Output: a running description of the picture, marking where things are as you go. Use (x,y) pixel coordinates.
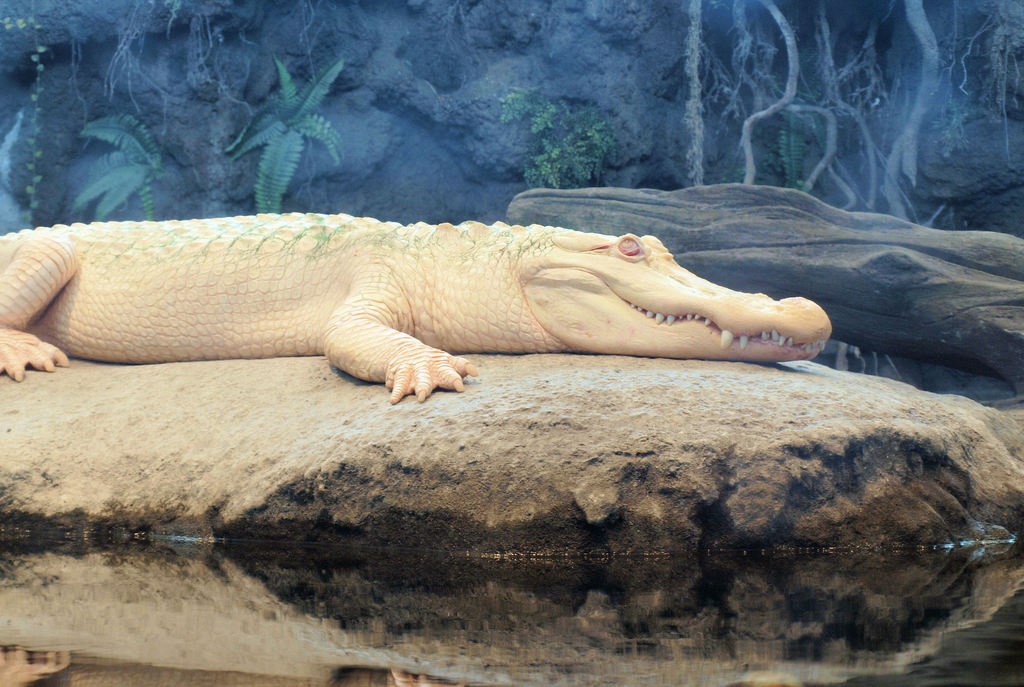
In this image I can see a rock (880,445), on the rock (342,499) I can see an alligator (724,297) visible, at the top (465,152) I can see rock (180,134), on rock (362,116) I can see plants (521,108) and threads (863,139).
